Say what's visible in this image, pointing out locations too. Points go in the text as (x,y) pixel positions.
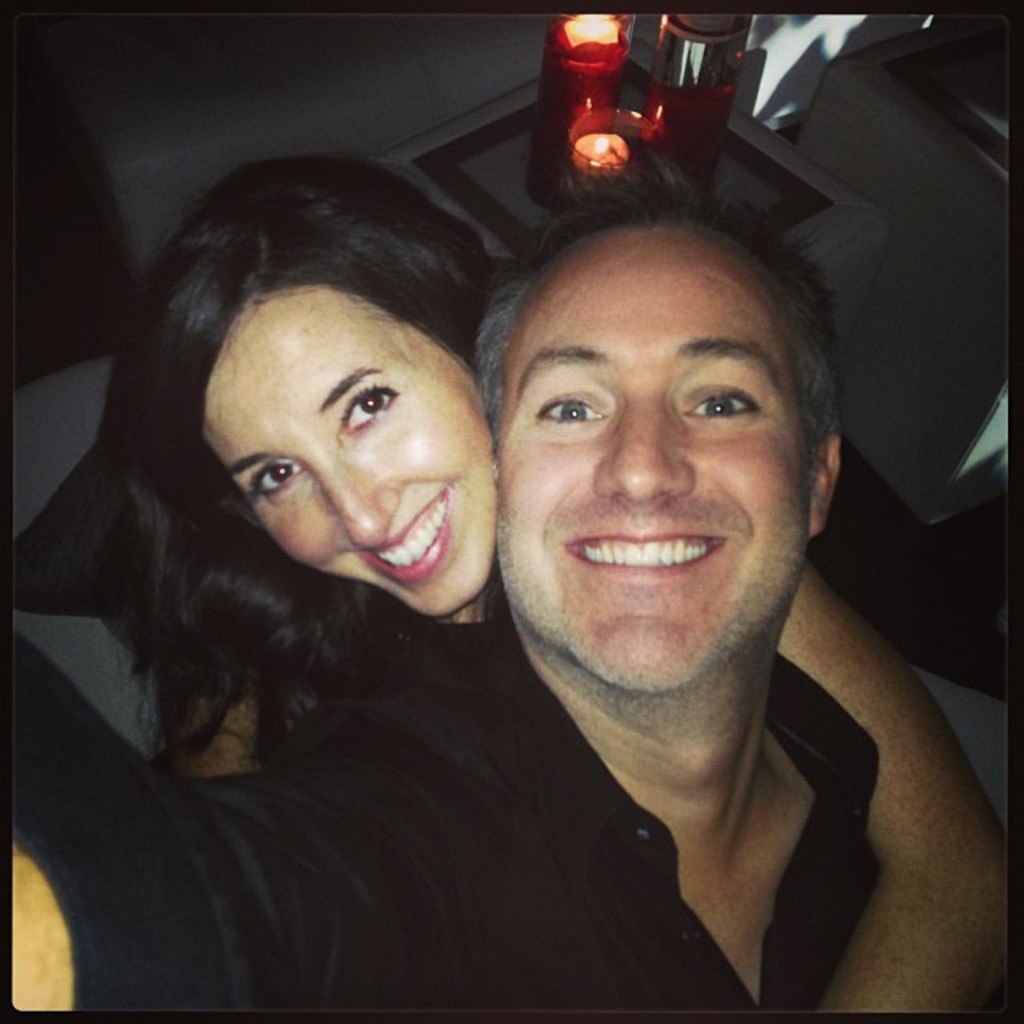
In this image, we can see a man (789,322) and a woman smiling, we can see two candles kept on the white surface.
